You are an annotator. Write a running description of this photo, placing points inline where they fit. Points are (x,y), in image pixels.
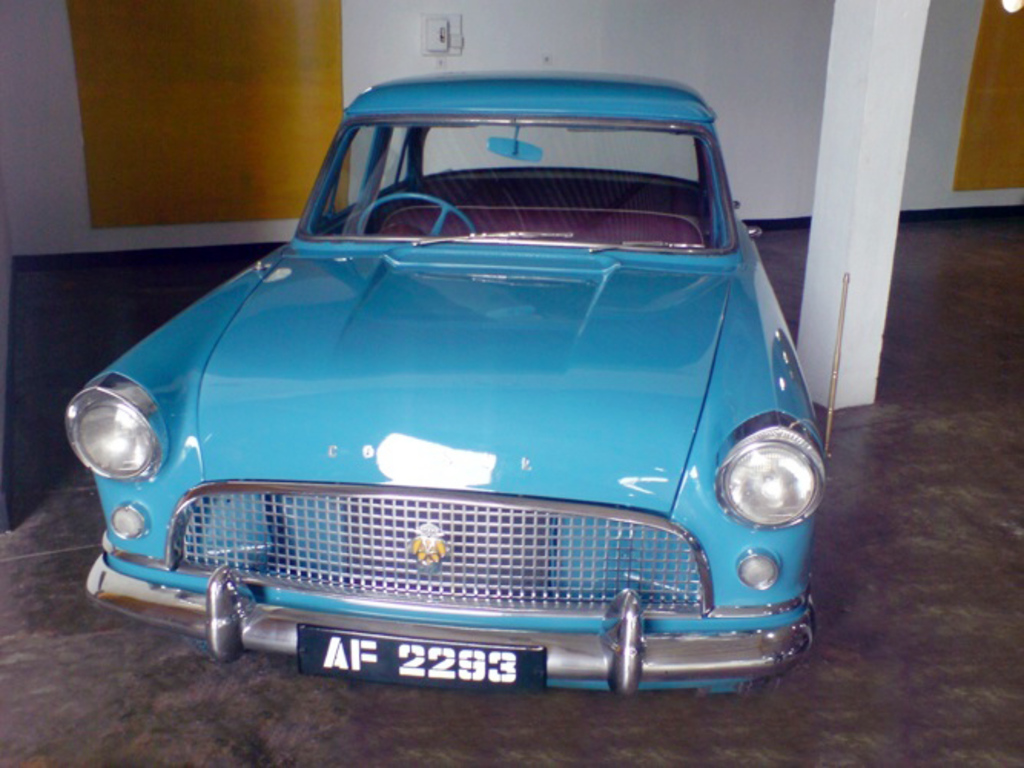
In this picture there is a blue color classic car (409,317) parked in the parking area (926,388). Behind we can see white and yellow wall (591,63).
